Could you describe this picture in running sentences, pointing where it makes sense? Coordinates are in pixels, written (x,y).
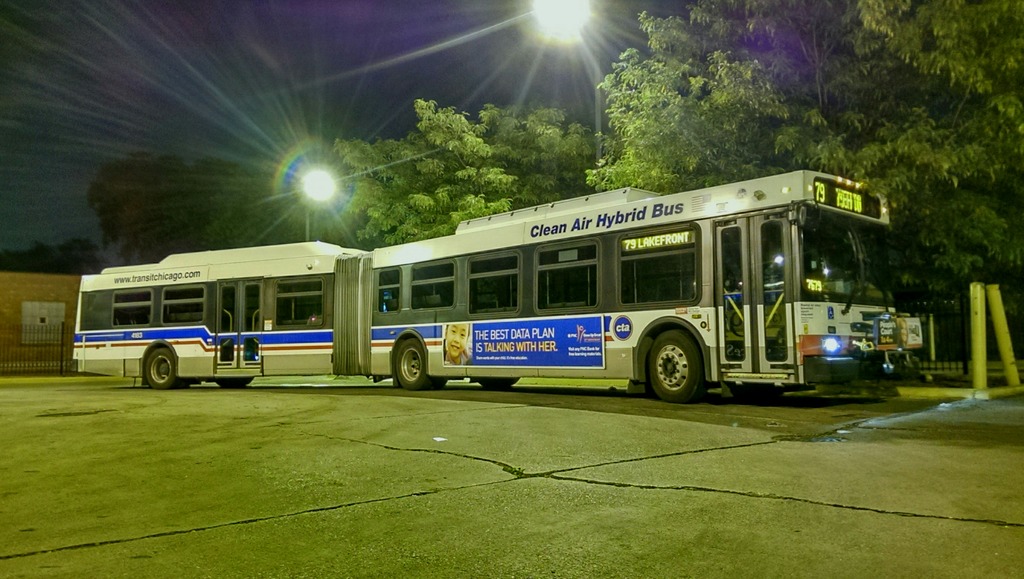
In this image we can see a bus (578,333) on the road (910,420). And we can see the lights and surrounding trees (785,97). We can see the metal fence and at the top (279,106) we can see the sky (279,106).
